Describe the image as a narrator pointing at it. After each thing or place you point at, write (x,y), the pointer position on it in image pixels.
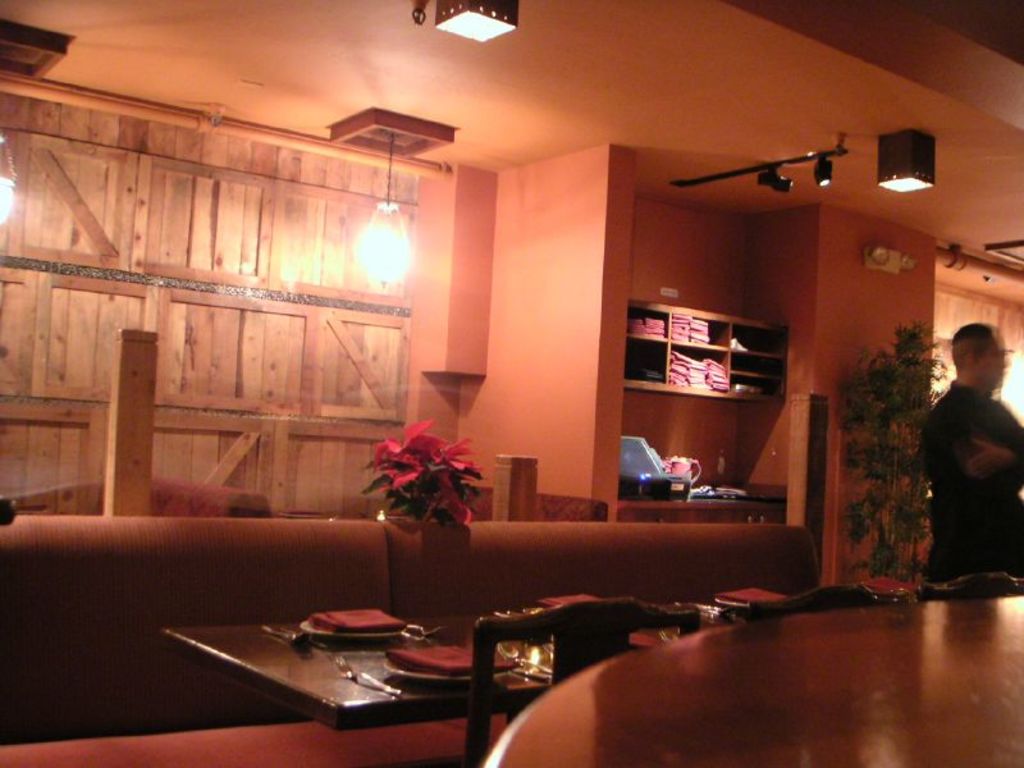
There are plates (372,637), spoons (386,686), glasses (506,646) on a table (312,644) beside the chairs (557,640). There are also lights (381,250), racks (682,349), flower vase (445,475), screen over here. On the right (991,450) a person (965,440) is standing in front of a plant (916,452).
